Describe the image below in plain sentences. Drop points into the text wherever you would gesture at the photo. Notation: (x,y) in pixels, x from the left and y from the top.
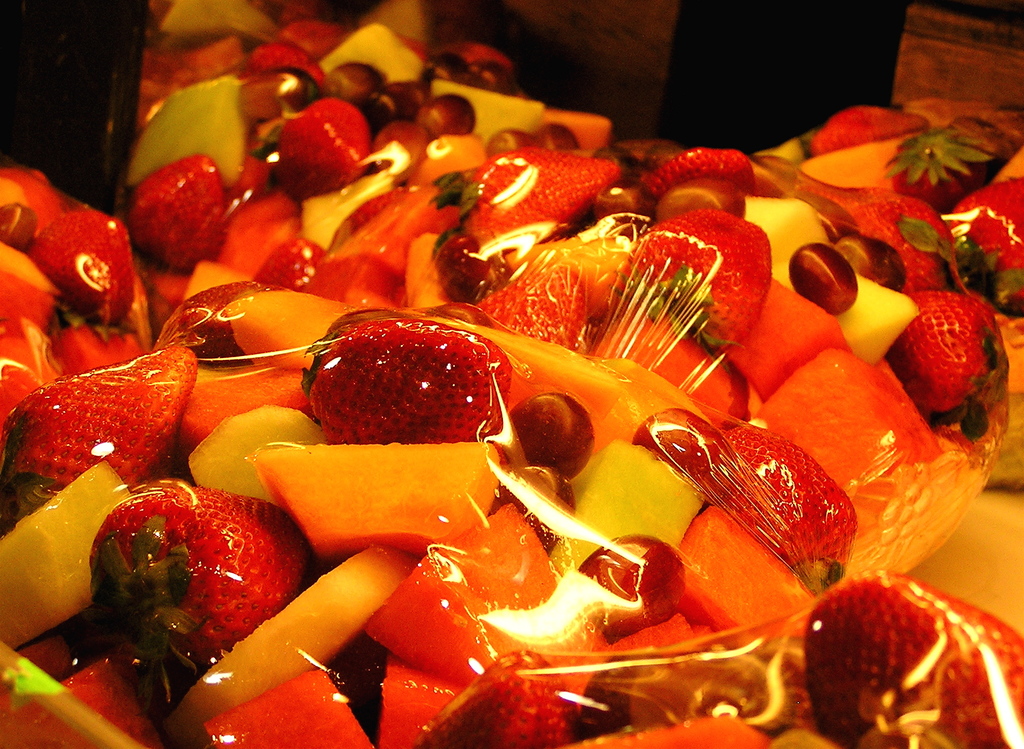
Here in this picture we can see fruits (440,228) such as grapes (572,429), musk melon (355,562), papaya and strawberries (273,515) are covered in a wrapper (497,365) over there.
